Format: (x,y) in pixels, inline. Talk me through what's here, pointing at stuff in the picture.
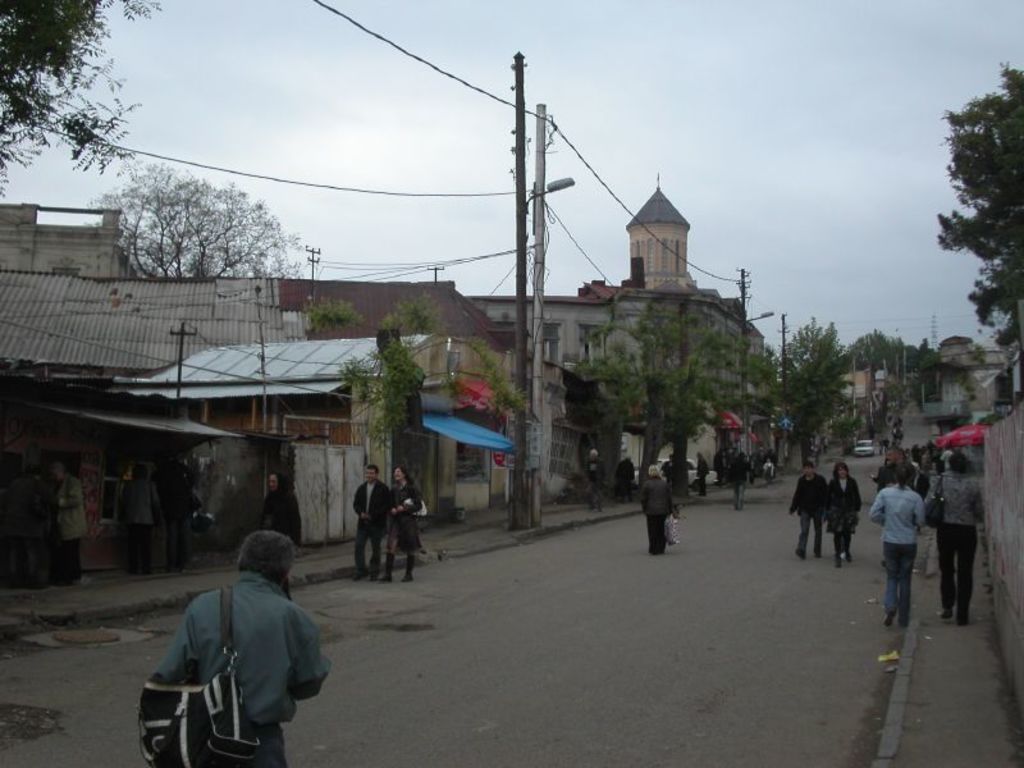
In this picture I can see many people (910,488) were walking on the road (882,673), beside the roads (865,697) I can see electric poles (745,432), street lights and some wires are connected to the electric pole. At the top (768,69) I can see the sky (673,60) and clouds (636,101).
